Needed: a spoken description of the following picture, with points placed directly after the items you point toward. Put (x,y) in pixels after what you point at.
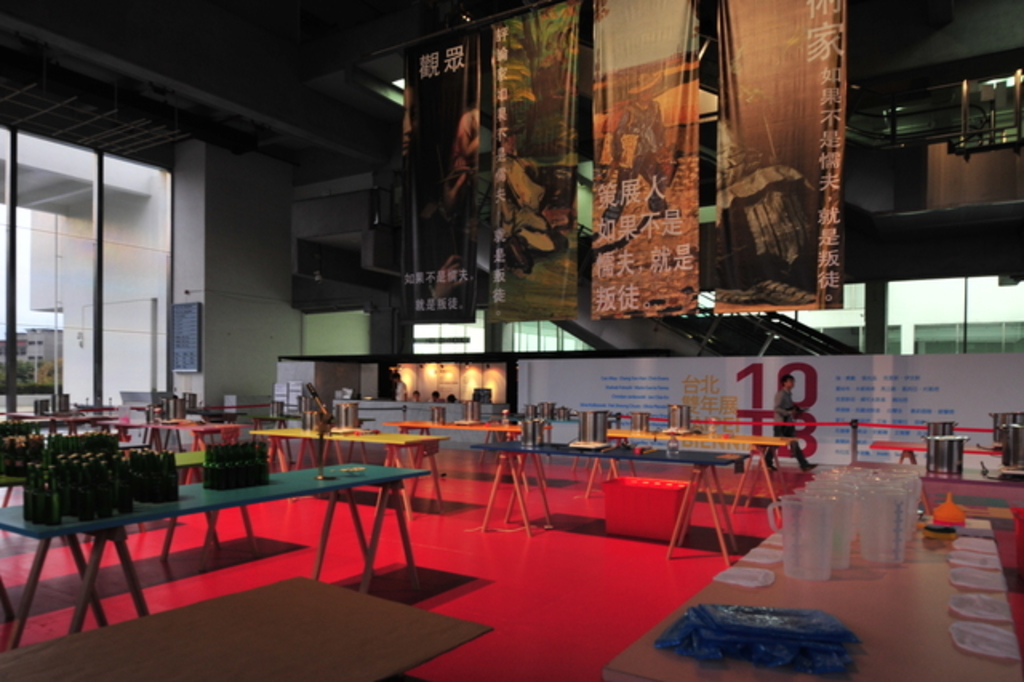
It looks like inside view of the hall (586,389), there are some table (257,489) with objects (227,471) on it, the objects (321,473) are bottles (242,472), glasses (835,485) and other, we can see some people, posters (629,154) with some images (680,130) and text (754,398), also we can see a glass door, through it we can see some trees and buildings (69,296).
